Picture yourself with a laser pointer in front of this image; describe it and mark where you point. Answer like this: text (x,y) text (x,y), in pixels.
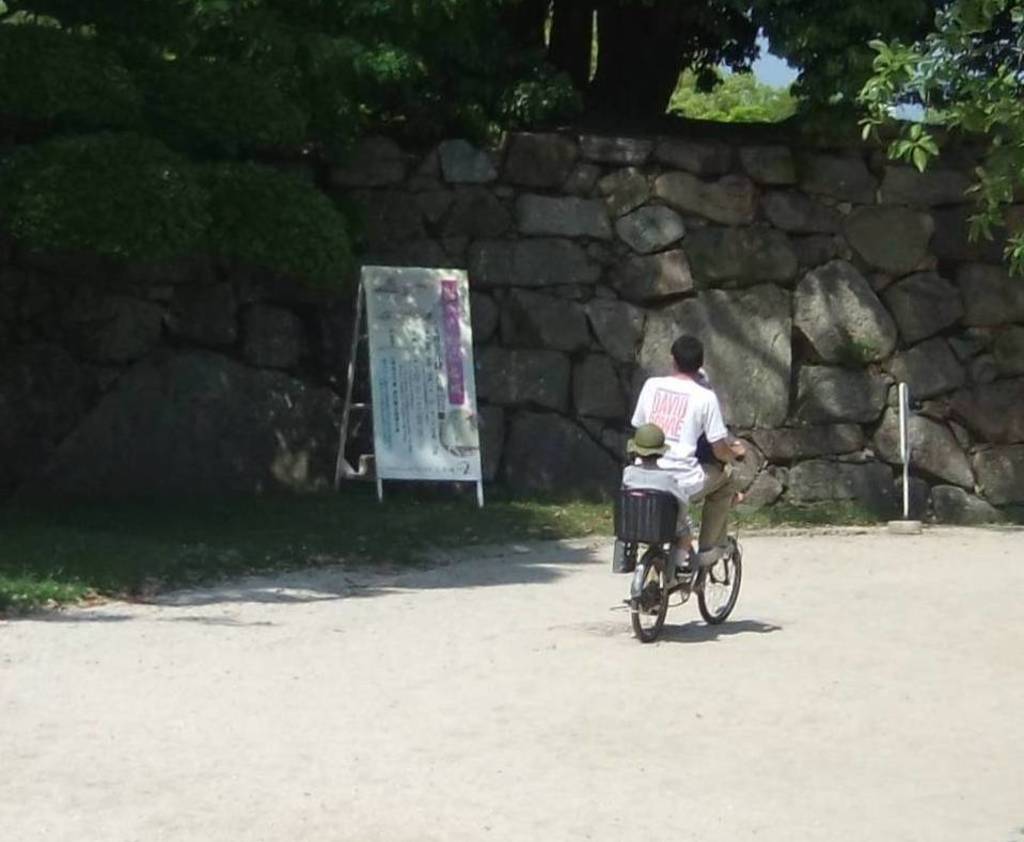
In this image I can see the person (708,409) riding the bicycle (660,605). To the left of him there is a board (407,351). And I can also see some trees (569,34) and the rock (705,256).
